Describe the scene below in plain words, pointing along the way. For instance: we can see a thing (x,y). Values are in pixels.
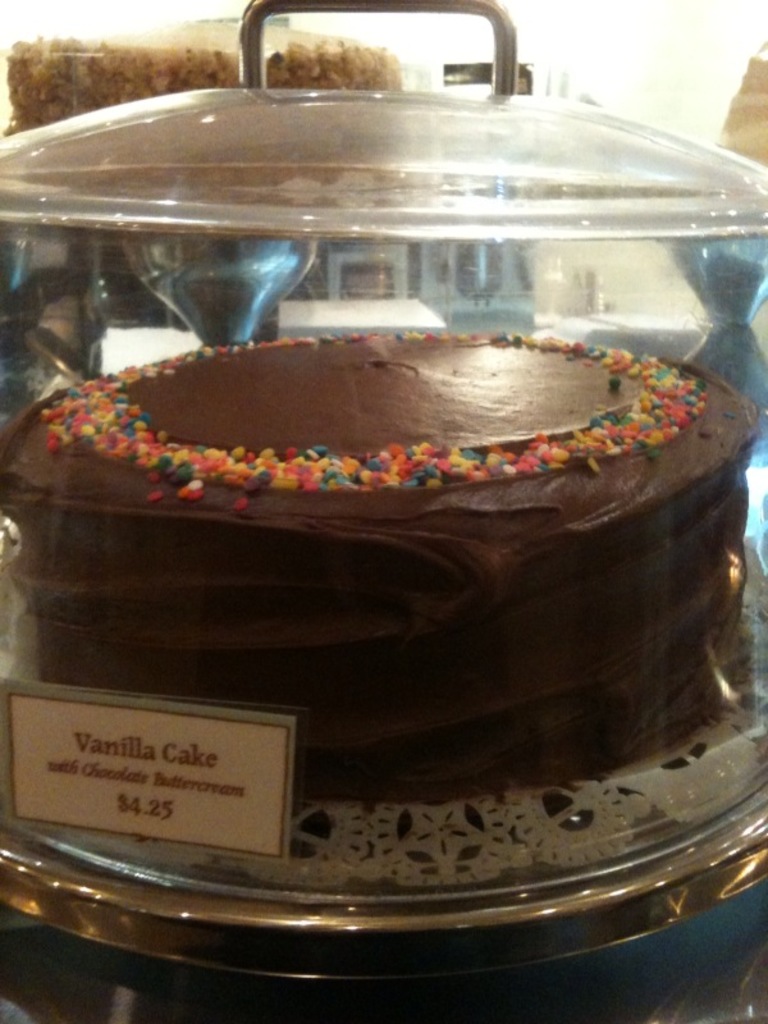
In this image, I can see a cake (472,628), which is kept on the cake stand (730,871). This cake (508,667) is covered with a glass lid (418,125). I think this is a price board (147,715).
